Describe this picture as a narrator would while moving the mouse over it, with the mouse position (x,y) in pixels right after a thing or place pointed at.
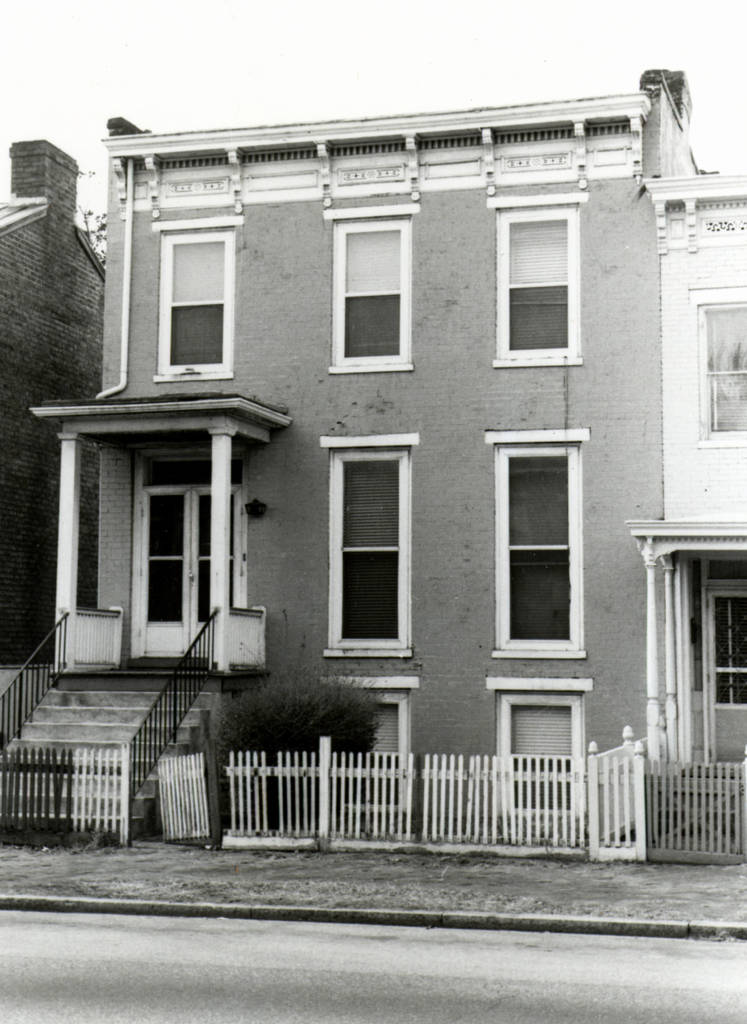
I can see this is a black and white picture. There are buildings (326,488), pillars (58,609), stairs (99,688), staircase holders (161,713) and there is fencing (304,768). In the background (230,79) there is sky (225,71).
